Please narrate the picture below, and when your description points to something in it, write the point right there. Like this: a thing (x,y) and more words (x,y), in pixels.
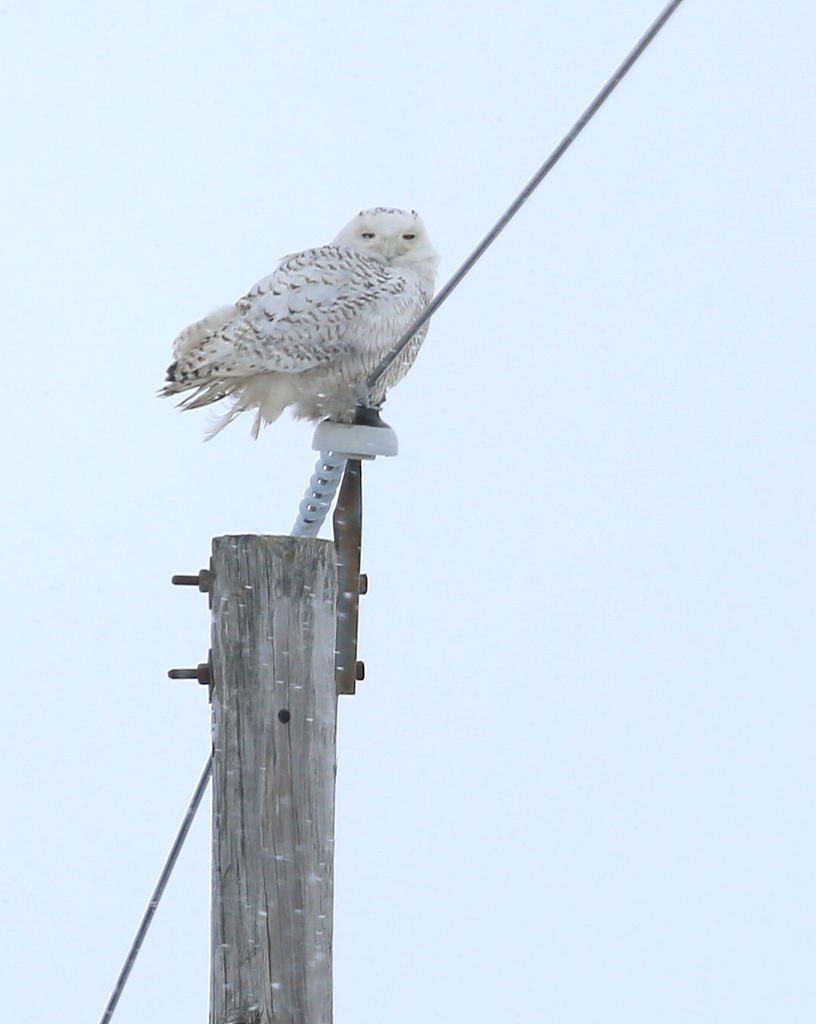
In this picture there is a pole (314,589) with the white color owl (315,326) sitting on the top of the electric cable wire (675,7).
